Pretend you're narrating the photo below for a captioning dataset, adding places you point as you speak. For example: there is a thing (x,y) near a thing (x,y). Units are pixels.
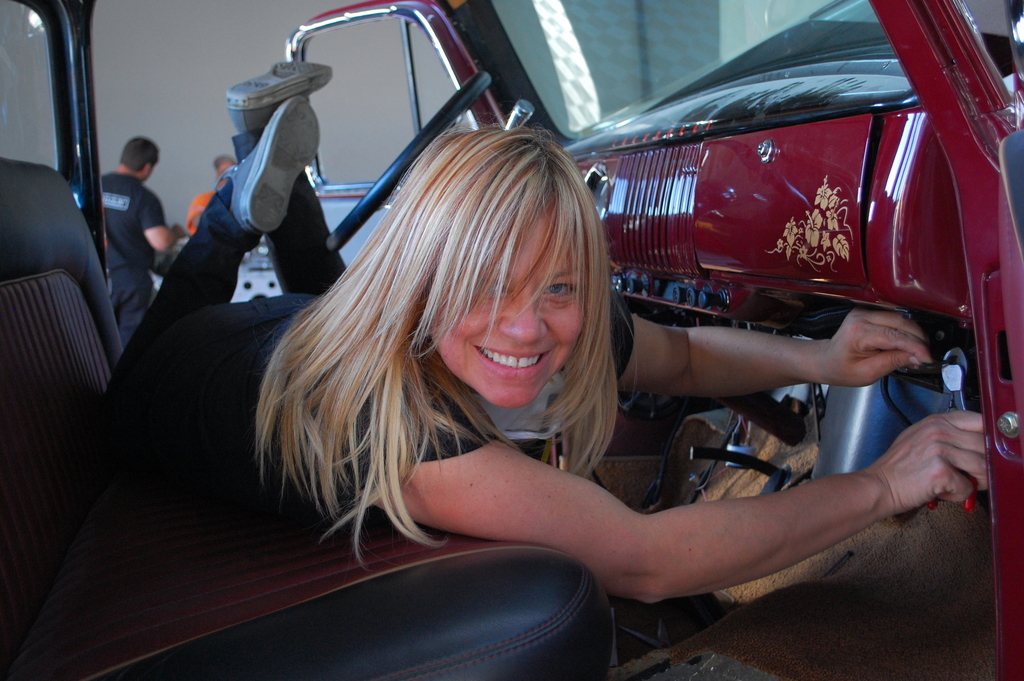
In this picture there are three persons (274,152). one person (176,377) is lying inside the car (552,583) and smiling and other two persons (134,318) are standing behind the car (93,223).
